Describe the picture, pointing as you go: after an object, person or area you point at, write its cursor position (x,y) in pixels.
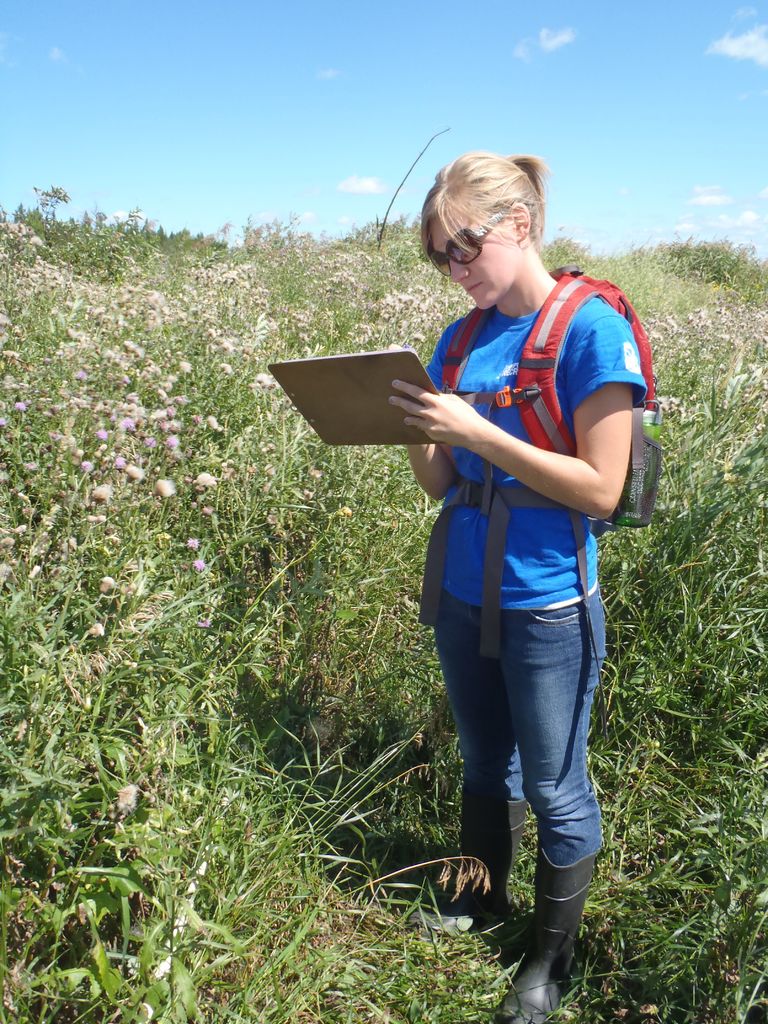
This woman (558,493) is holding a pad (413,401), worn bag (529,379), goggles (478,232) and looking at this pad (394,362). Background (517,31) we can see plants (60,338) and sky (434,72). These are clouds (717,41).
